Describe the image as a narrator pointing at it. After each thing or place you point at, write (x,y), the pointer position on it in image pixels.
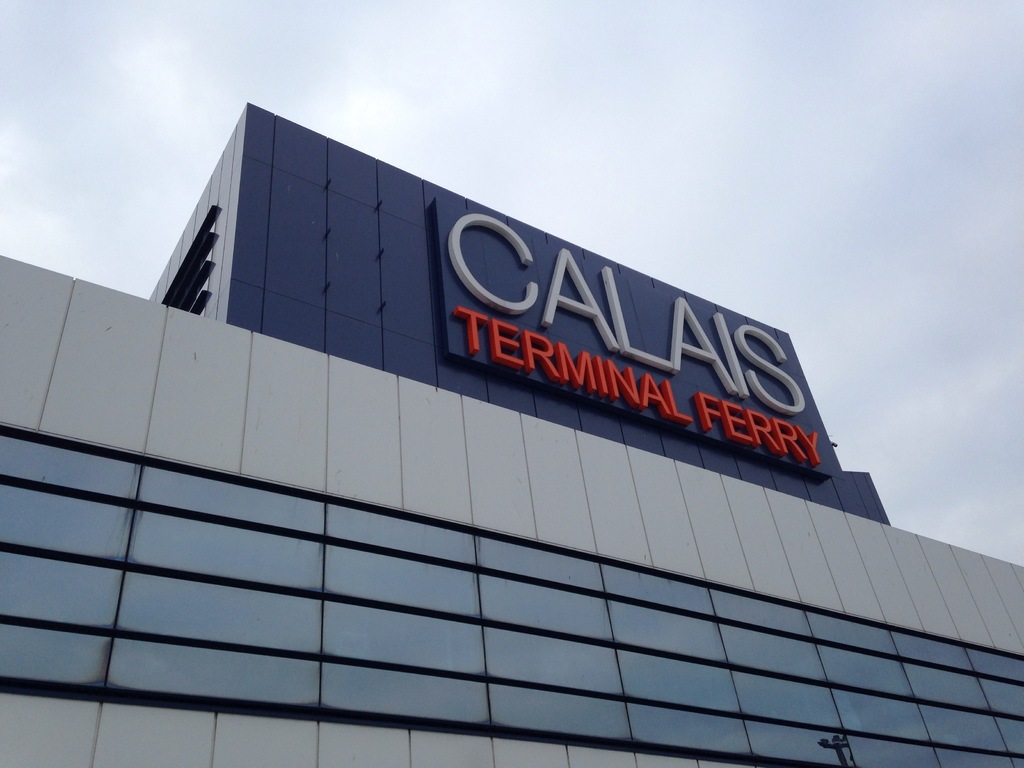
This is a building (471,443), this is a sky (747,157).
